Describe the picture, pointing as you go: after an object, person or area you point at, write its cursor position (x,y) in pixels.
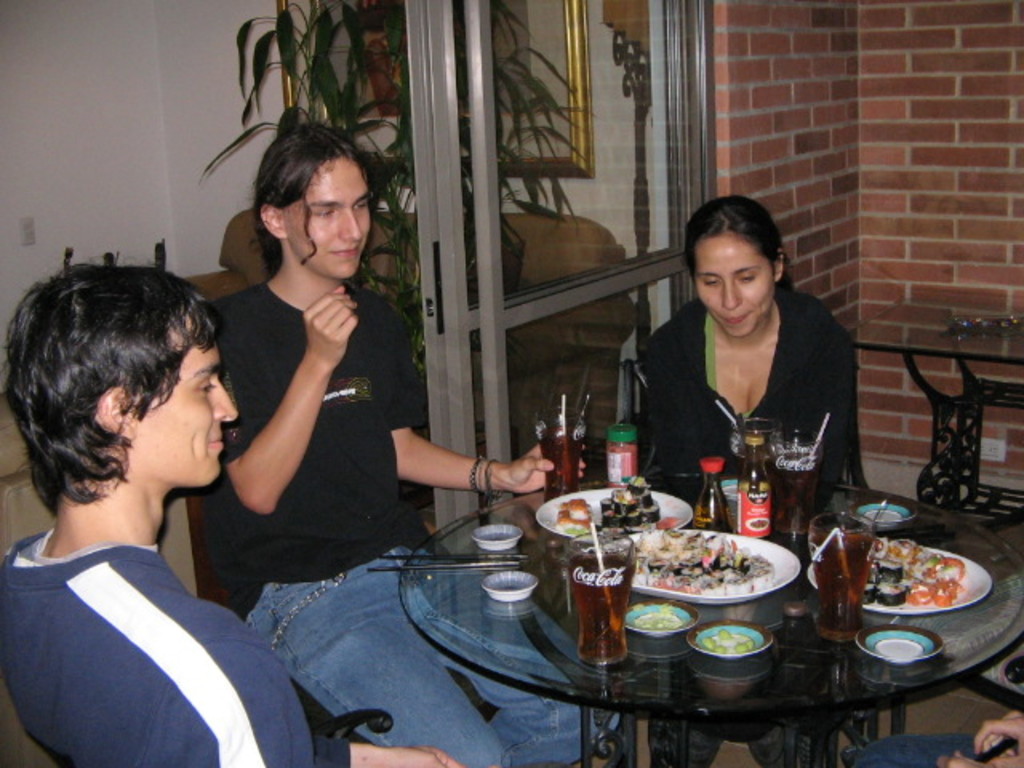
This picture shows three people (251,352) seated on the chairs (634,403) and we see some food (640,577) and glasses (624,539) on the table (469,599).
